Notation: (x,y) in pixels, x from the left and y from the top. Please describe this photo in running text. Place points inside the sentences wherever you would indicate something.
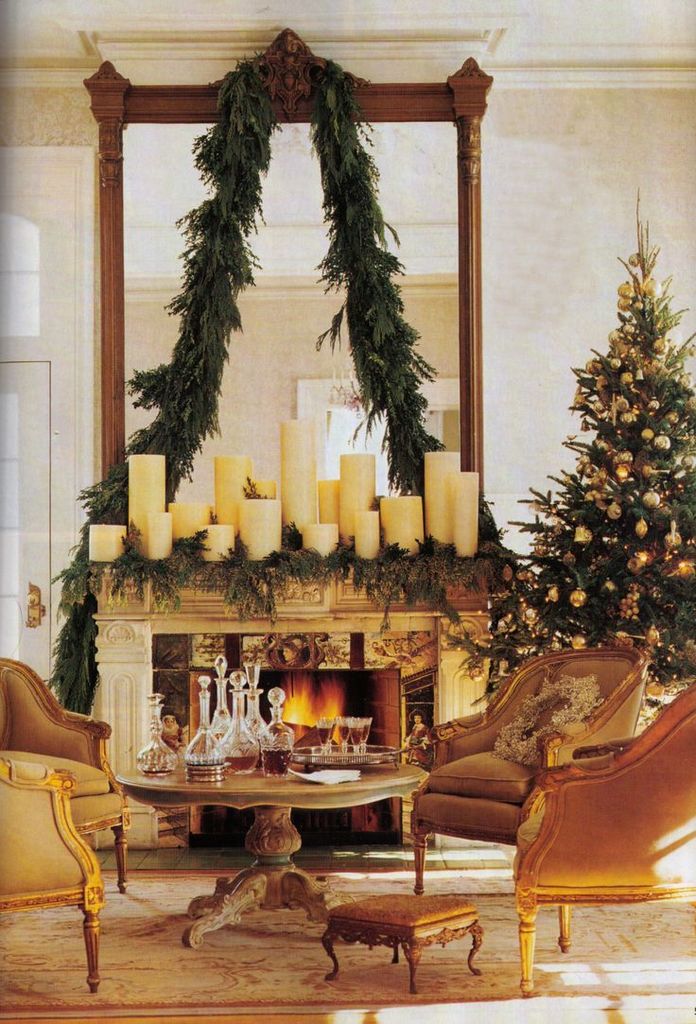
In this image I can see few couches (604,903), few bottles (266,771) on the table (288,810). In the background (579,594) I can see the Christmas tree (666,339) and I can also see few decorative items (482,534), few candles (355,489) and the wall (521,237) is in white color.
